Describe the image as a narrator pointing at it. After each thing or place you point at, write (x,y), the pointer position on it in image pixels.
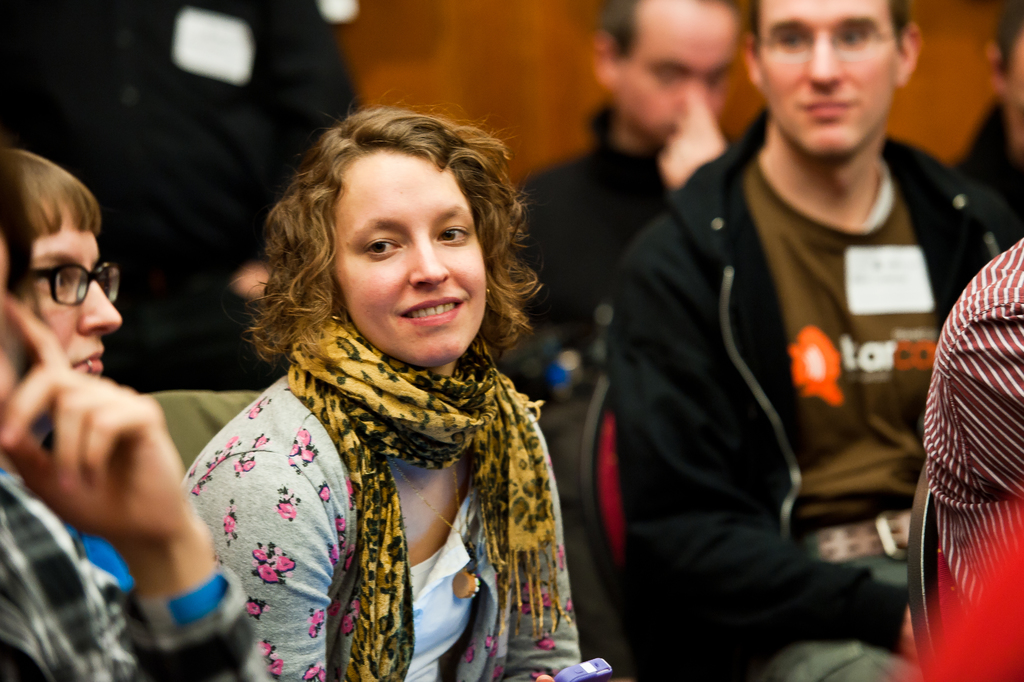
In this image I can see few people (326,307) are sitting on chairs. Here I can see smile on her face (451,334) and I can see one of them is wearing specs (84,298). I can also see this image is little bit blurry from background (973,51).
